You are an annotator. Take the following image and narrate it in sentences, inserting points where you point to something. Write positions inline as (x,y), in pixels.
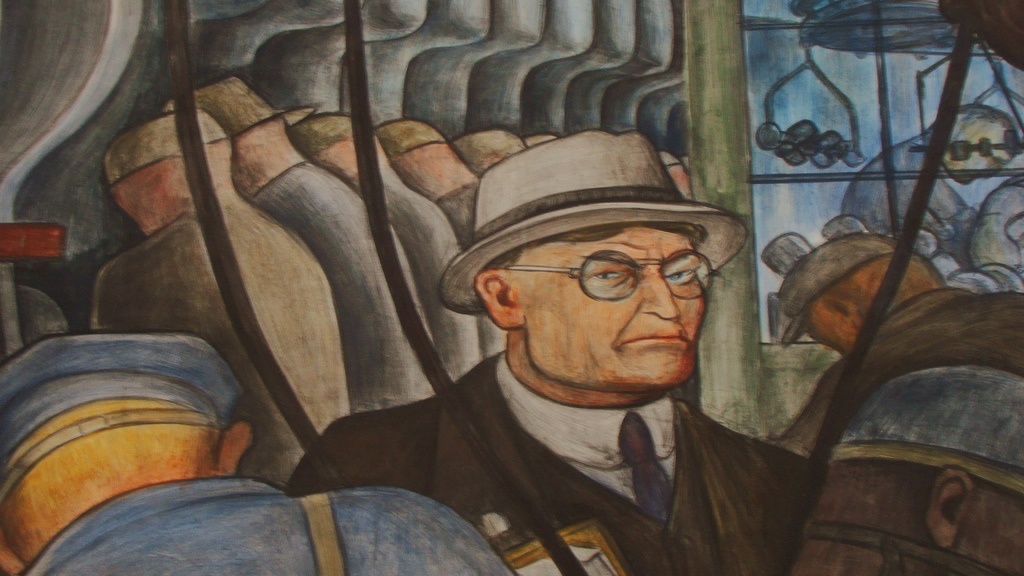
In this image we can see a painting (37,416). In the painting (697,366) there is a man (527,241) from the forward and the other people (918,271) from the backside.
